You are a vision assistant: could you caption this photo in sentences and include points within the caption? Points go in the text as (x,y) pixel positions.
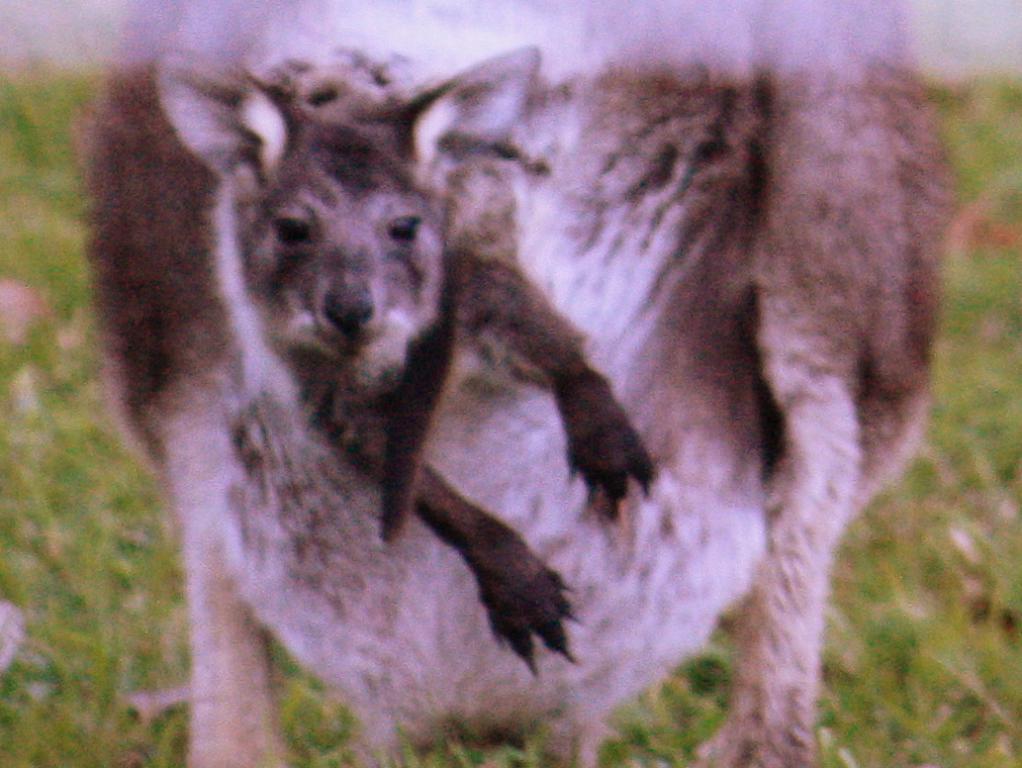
In this image I can see an animal (548,213) which is brown, black and white in color. I can see some grass (41,534) on the ground (66,372).
